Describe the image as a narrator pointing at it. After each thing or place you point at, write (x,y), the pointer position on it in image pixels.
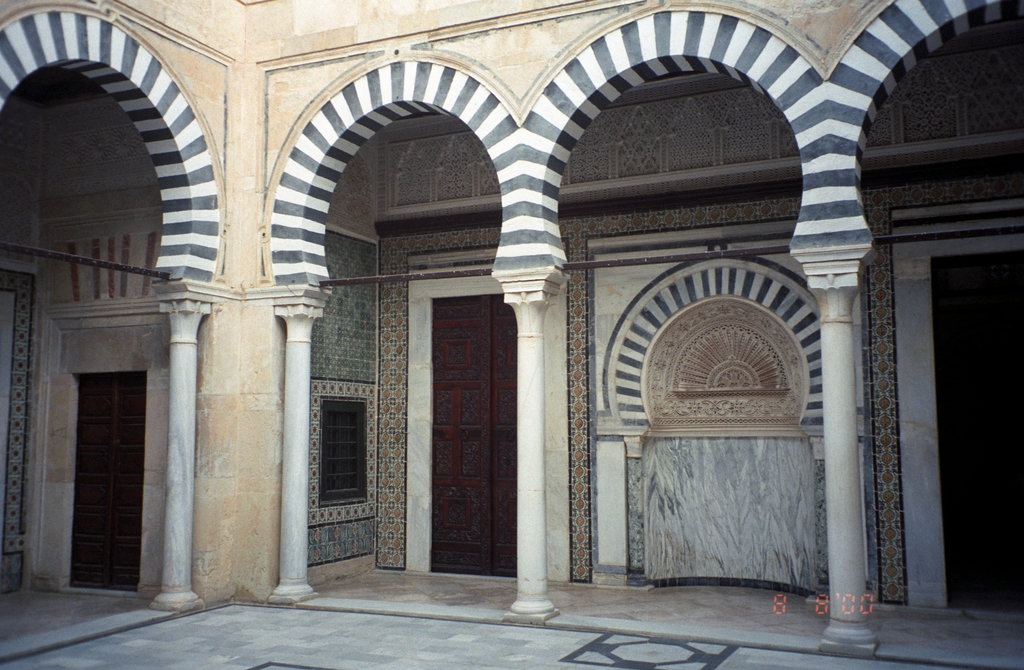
Here in this picture we can see pillars (541,408) present and we can also see arch like structures (323,145) present on the building (122,218) and we can see doors (96,471) present.
